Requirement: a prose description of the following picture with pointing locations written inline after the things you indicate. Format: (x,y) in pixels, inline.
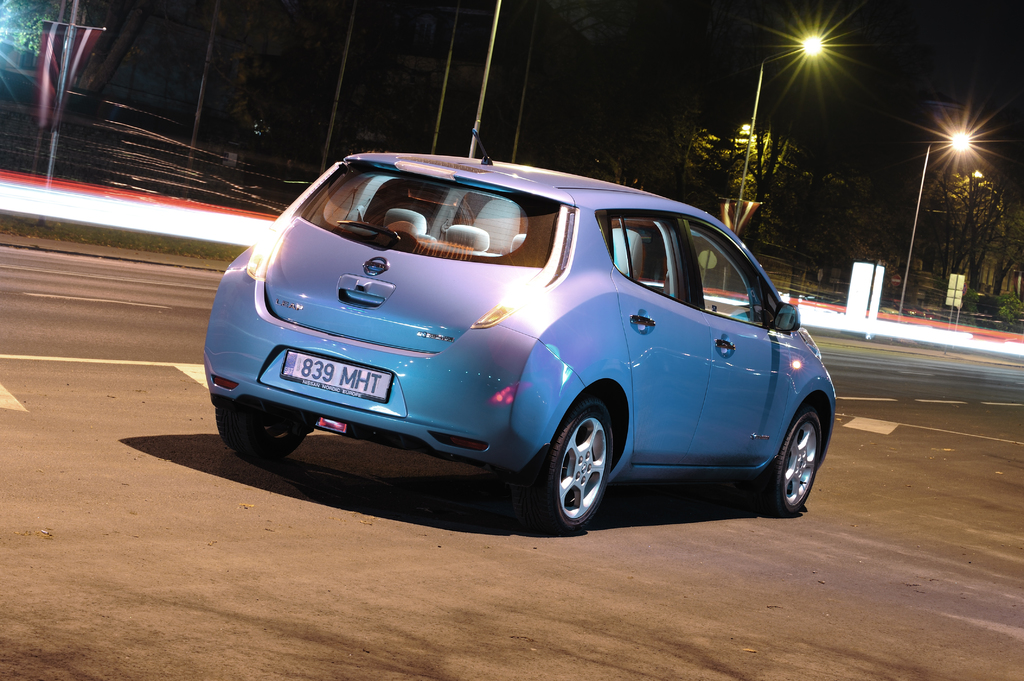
In the picture I can see a car (529,397) on the road (213,615). In the background (892,272) I can see a fence (777,272), trees (792,246), street lights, the sky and some other objects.
